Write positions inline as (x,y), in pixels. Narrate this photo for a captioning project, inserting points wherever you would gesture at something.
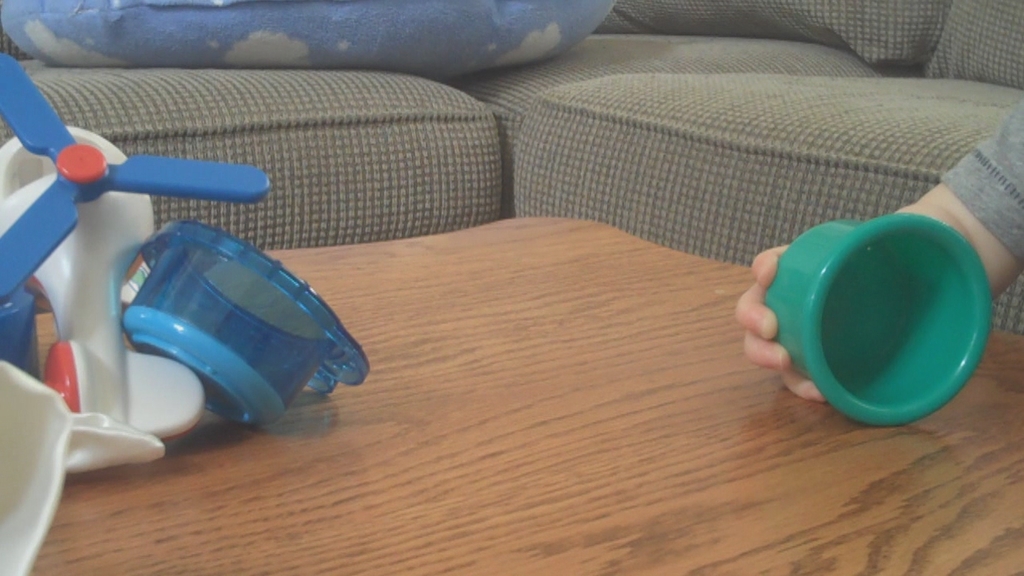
In this image we can see a kid's hand (962,206) holding a toy (853,357) and there are toys (185,347) placed on the table (366,342). In the background (427,137) there is a sofa (425,85) and a cushion (332,45).
